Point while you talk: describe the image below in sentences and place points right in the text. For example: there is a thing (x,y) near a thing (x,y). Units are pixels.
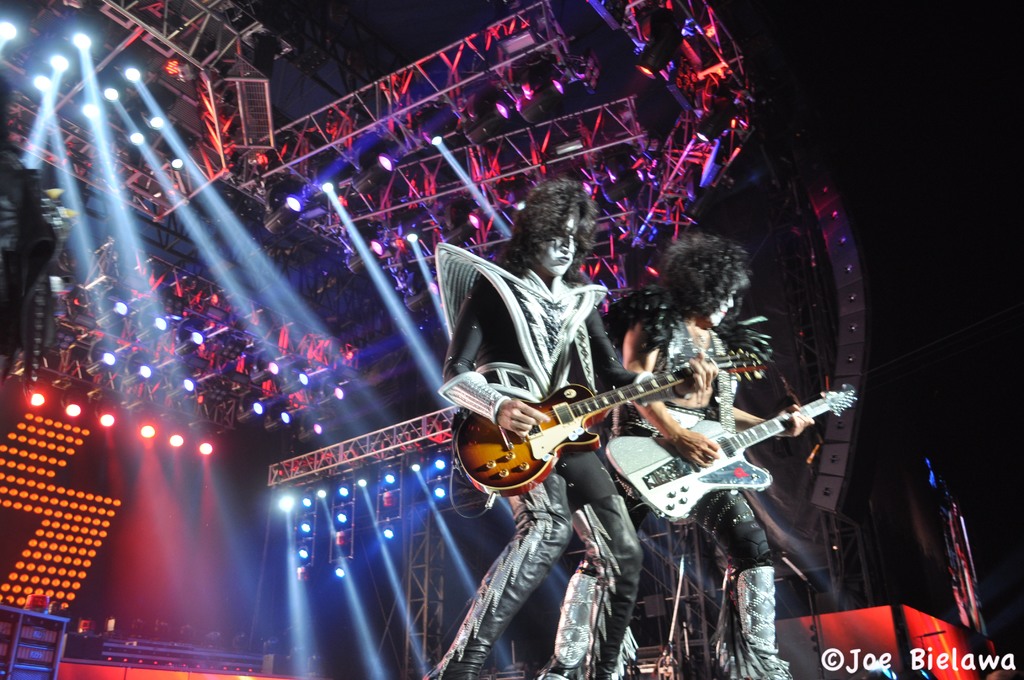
These two persons (489,340) are standing and playing guitars (777,431). On the background (234,280) we can see focusing lights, screen (35,448).
